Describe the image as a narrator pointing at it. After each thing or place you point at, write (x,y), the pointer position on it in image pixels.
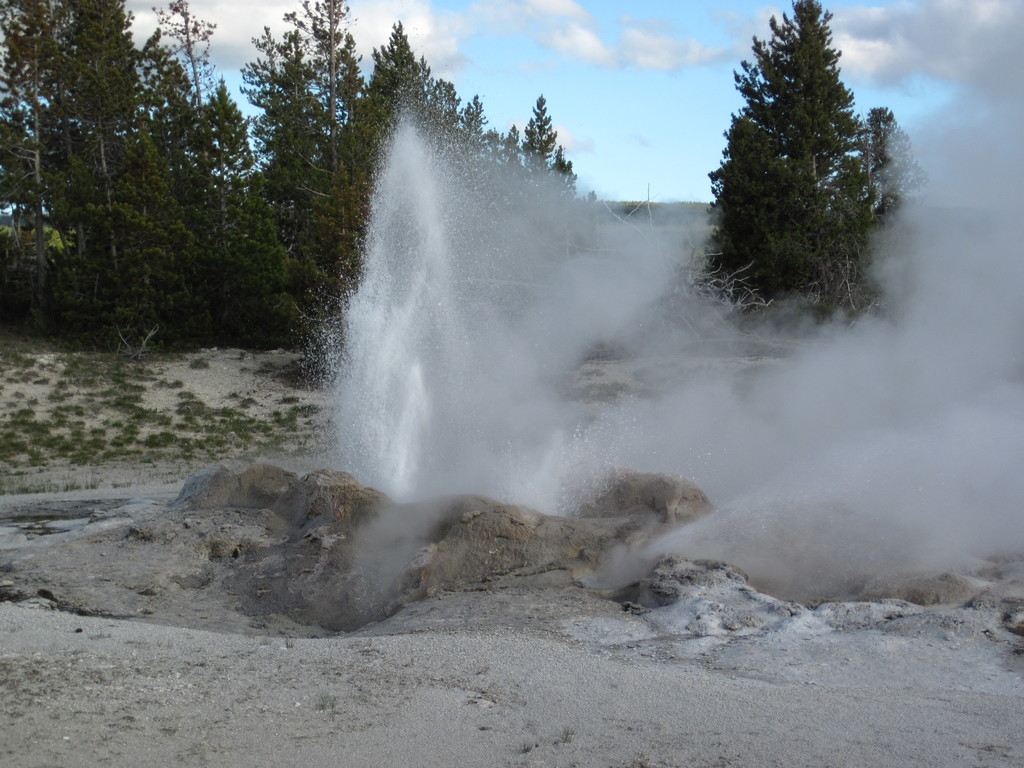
In this image there are stones (280,562) on the ground (463,618). There is water (771,362) in the air. In the background (283,186) there are trees (180,219) and grass (195,422) on the ground (156,404). At the top (671,21) there is the sky (757,28).
